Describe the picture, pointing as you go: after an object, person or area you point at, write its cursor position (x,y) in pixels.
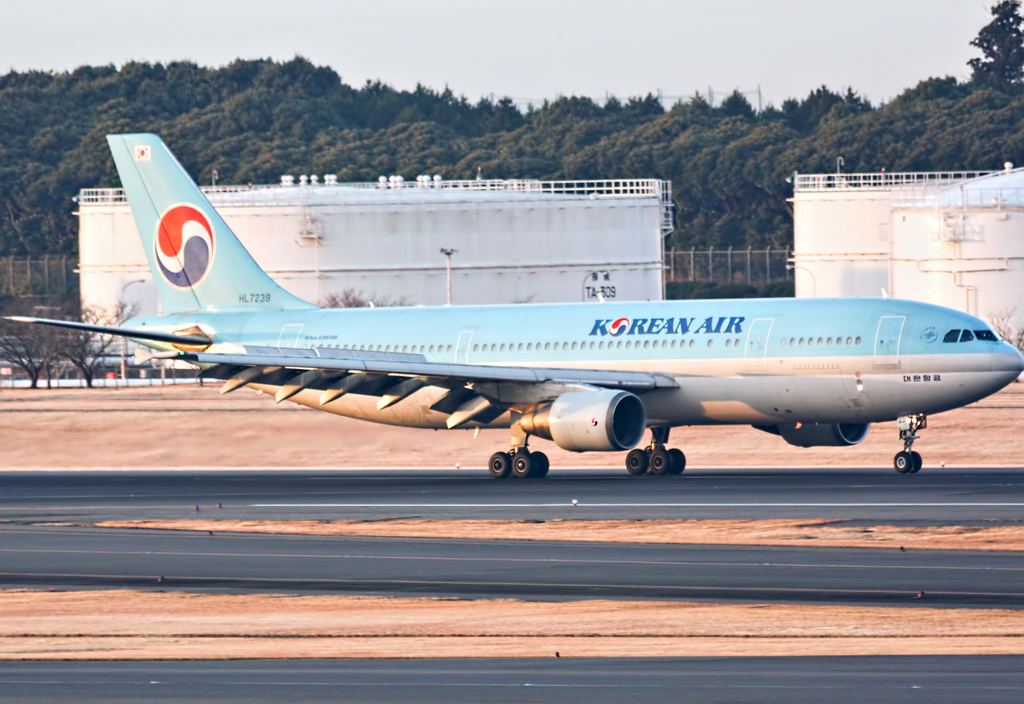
In this image we can see an airplane (475,425) on the runway (389,499). On the backside (624,226) we can see some buildings (581,255), a fence (699,275), a group of trees (695,192) and the sky (593,89) which looks cloudy.
